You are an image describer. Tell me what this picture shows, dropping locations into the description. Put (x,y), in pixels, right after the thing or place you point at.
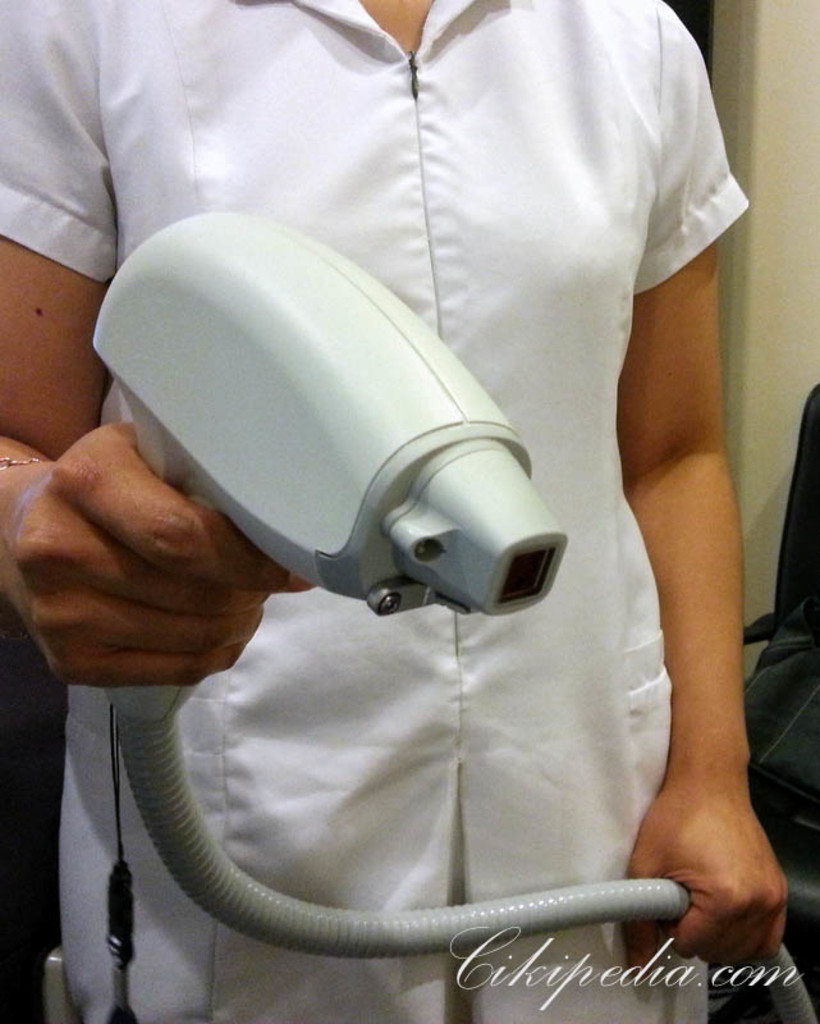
In the picture I can see a person (394,719) wearing a white color dress (394,719) is holding a machine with a pipe (283,936) in their hands (748,876). Here we can see a watermark (546,967) at the bottom right side of the image (642,969). In the background (797,896), I can see a black color object (811,889).
